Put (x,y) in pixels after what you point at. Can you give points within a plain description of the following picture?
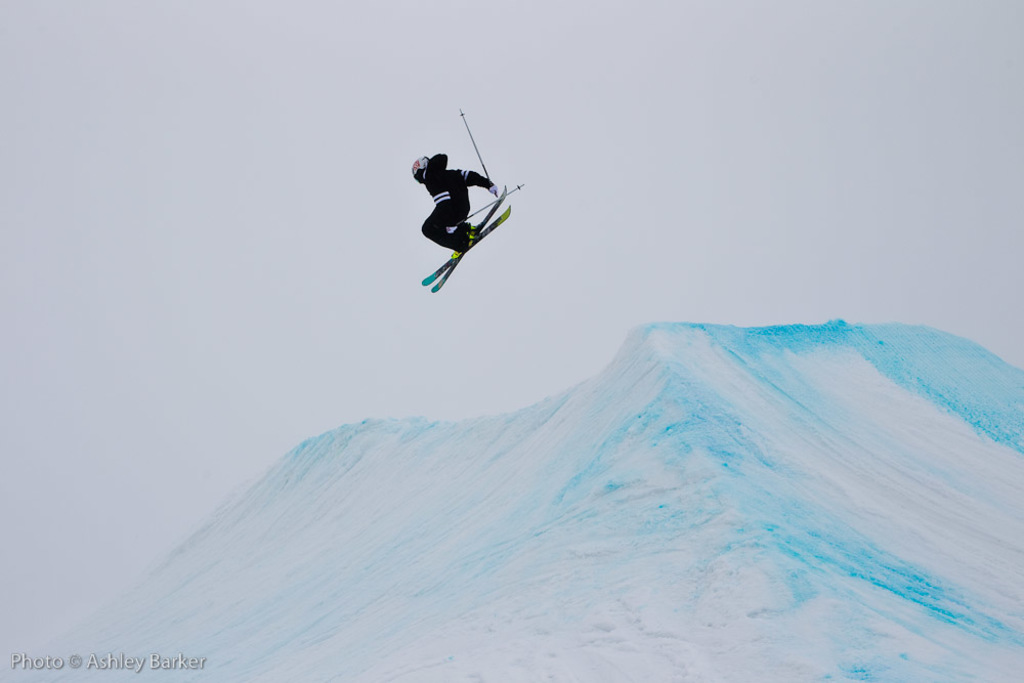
In the image there is a mountain (688,521) with snow (789,437). Above the mountain (426,427) in the air (477,195) there is a person (451,186) with a black dress (462,198) and ski board (459,255) and sticks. There is a white background (463,139). At the bottom left corner of the image (40,661) there is a name (184,660).
